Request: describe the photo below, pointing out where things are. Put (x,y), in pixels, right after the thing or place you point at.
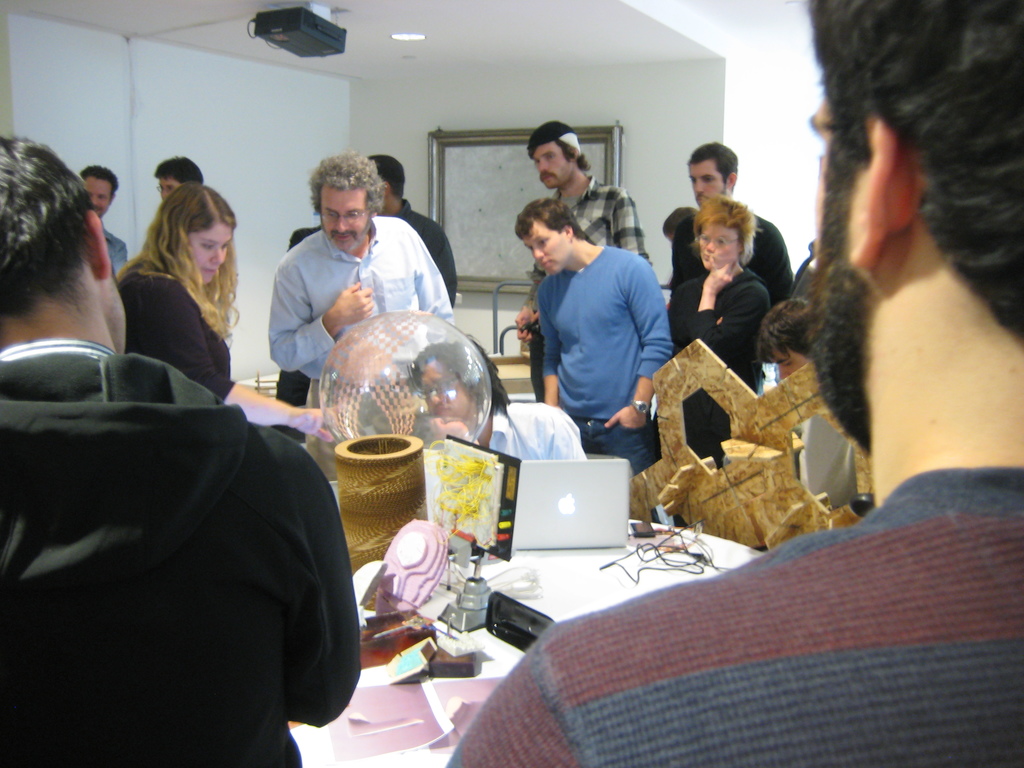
This is an inside view of a room (680,408). Here I can see a table (570,564) on which a laptop (558,495), papers (434,696), wires (489,480), devices (467,529) and some other objects (413,530) are placed. Around the table (504,566) many people (168,629) are standing and looking at the object (374,407) which is placed on the table (545,579). In the background (391,117) there is a wall (323,90) on which a board (472,186) is attached. At the top (323,32) there is a projector (300,28) and a light (419,38).
